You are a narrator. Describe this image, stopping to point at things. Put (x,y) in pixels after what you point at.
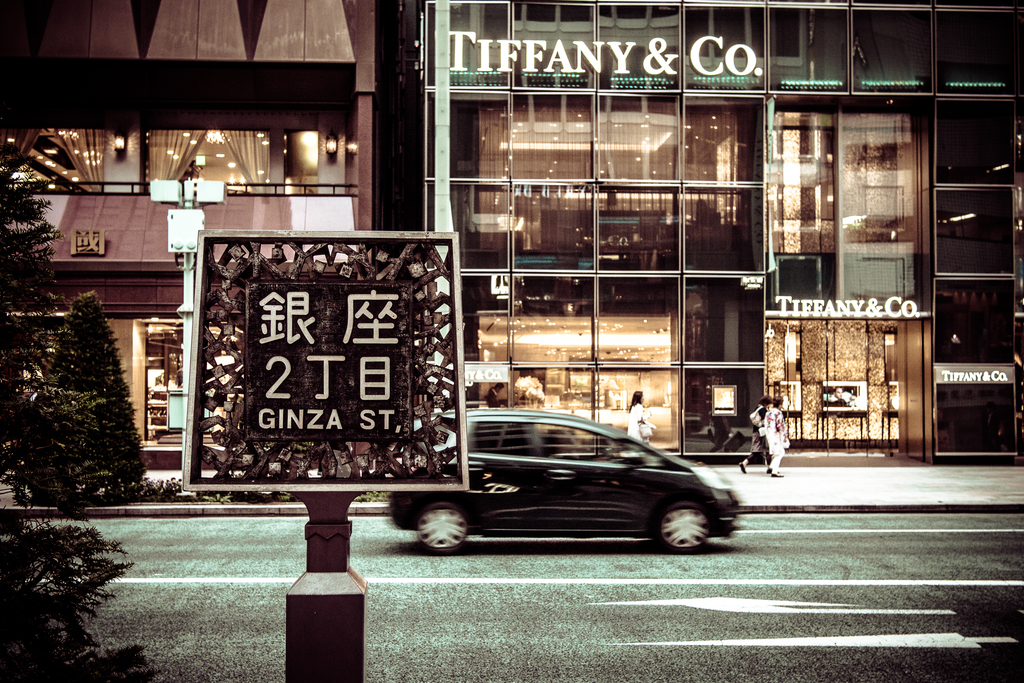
In the image in the center (516,428), we can see one car (588,519) on the road (741,551). And we can see one sign board (376,450), trees (16,407), buildings (706,116), lights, few people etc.
